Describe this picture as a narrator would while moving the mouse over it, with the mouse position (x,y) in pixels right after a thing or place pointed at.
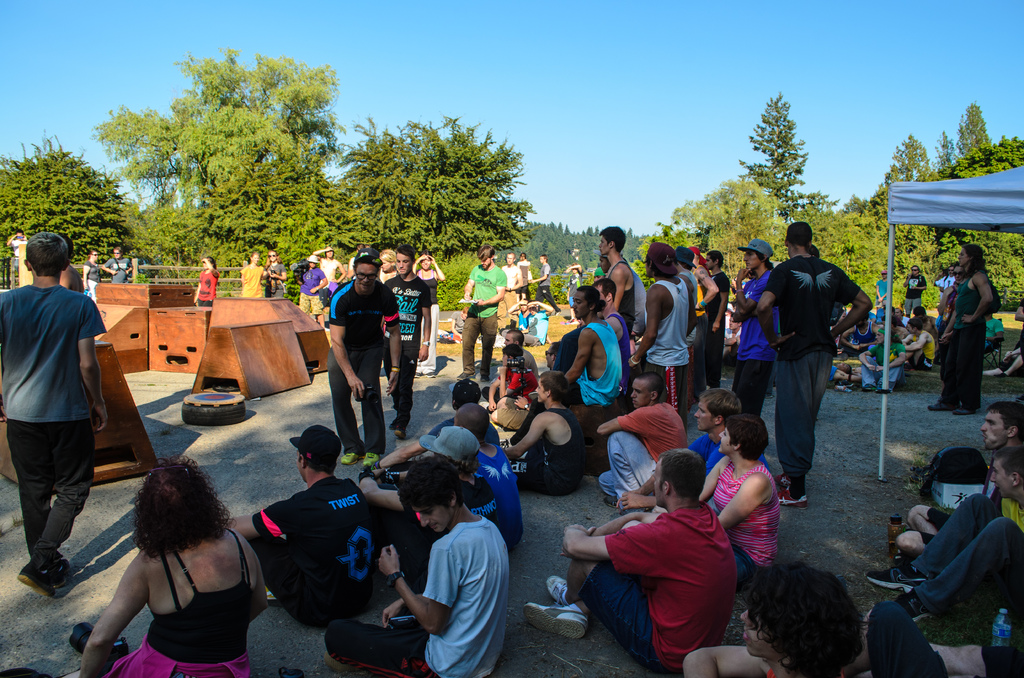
In this image we can see some people (34,500), trees (149,206), wooden objects (206,339), bottles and other objects (186,270). In the background of the image (590,262) there are trees (711,204). At the top of the image (683,65) there is the sky (657,110).
